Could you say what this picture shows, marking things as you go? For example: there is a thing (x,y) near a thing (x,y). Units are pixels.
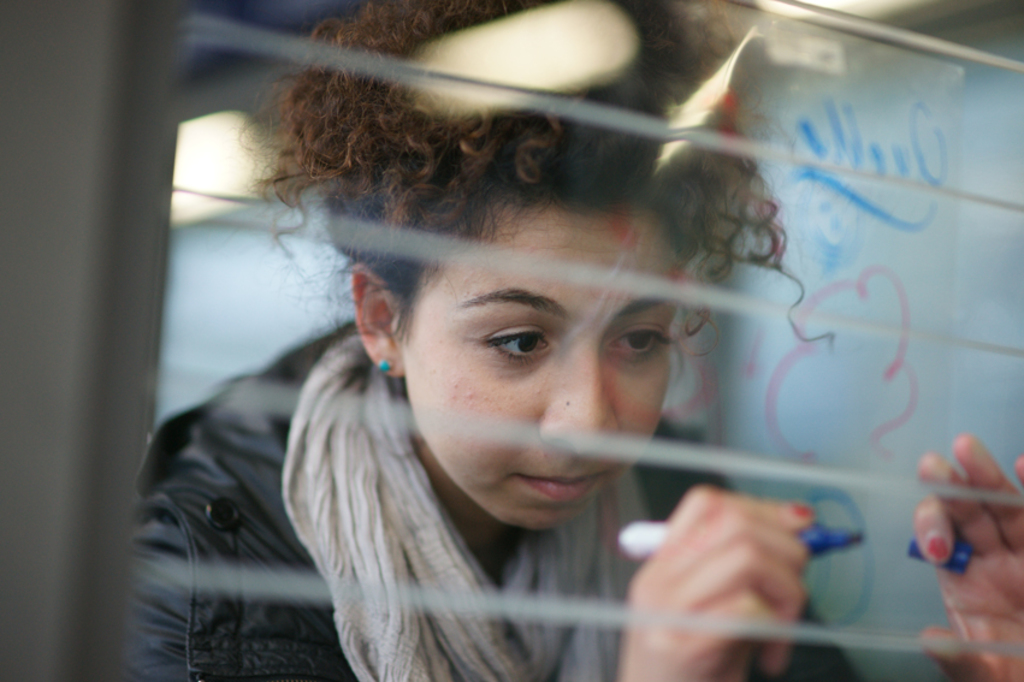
In this image I see a woman (308,130) who is holding a marker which is of white and blue in color and in the background (1001,427) I see the white board (727,314) on which there are drawings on it and I see that she is holding the cap (965,553) in this hand (925,468).
